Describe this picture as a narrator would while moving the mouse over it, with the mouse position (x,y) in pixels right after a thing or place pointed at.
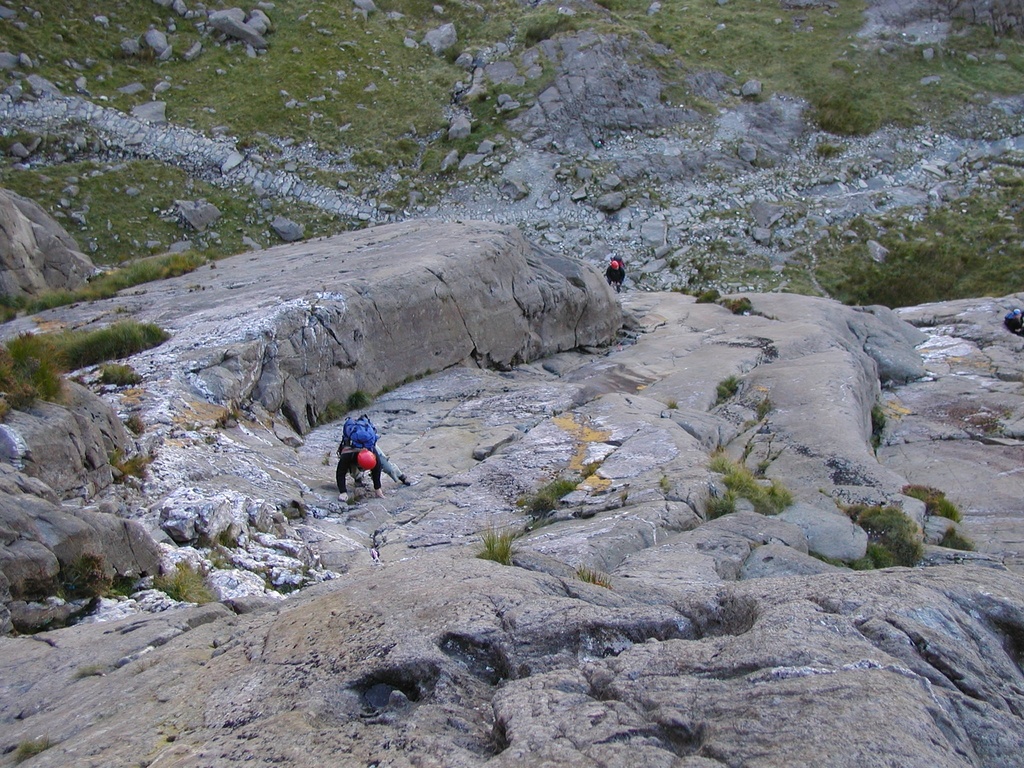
In this image we can see the people (341,476) climbing the hill (603,386). We can also see the rocks (540,303) and also the grass (126,281).
